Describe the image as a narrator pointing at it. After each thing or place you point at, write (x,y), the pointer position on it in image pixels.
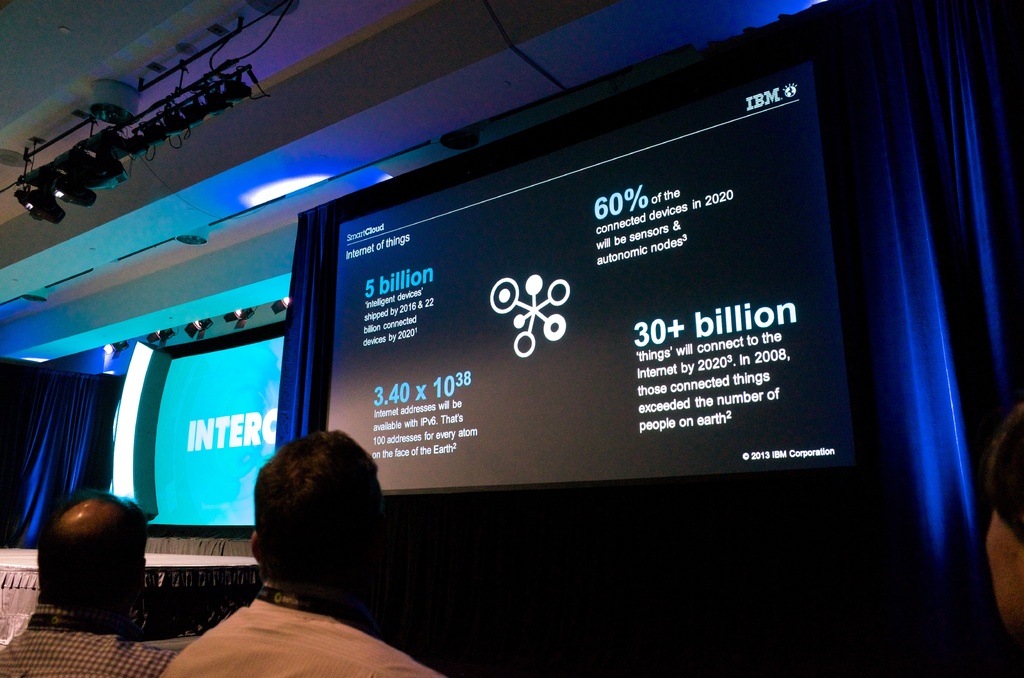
In the image in the center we can see three persons (275,653) were sitting. In the background (700,331) we can see wall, roof (94,14), lights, curtain (13,456), screens (826,388) and few other objects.
